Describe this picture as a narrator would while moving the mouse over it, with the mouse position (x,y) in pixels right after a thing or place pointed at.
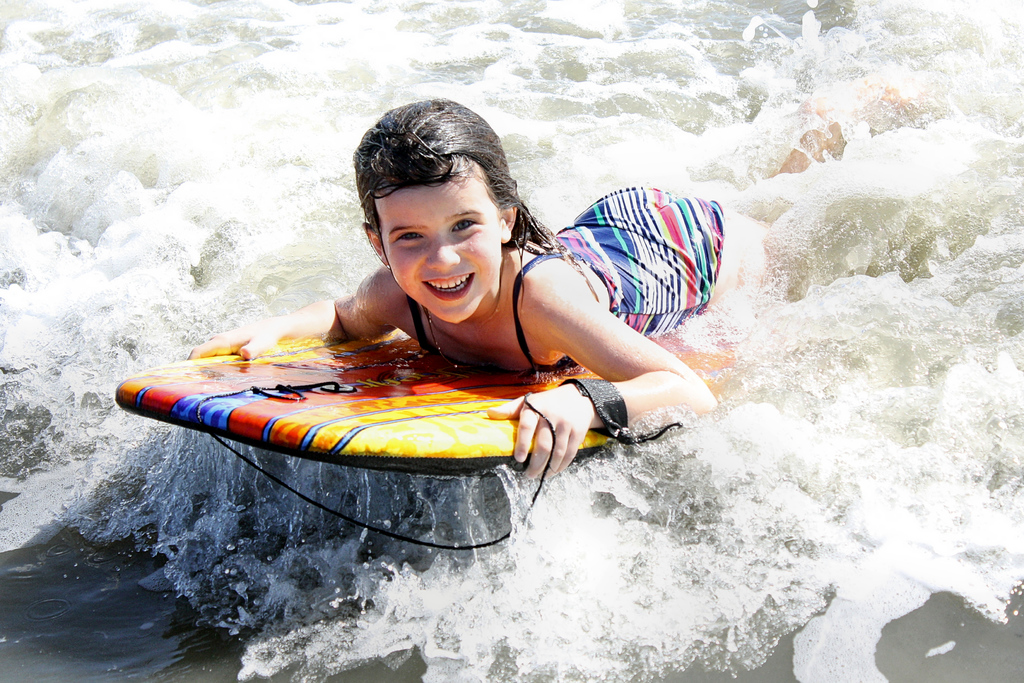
In this image the girl (668,291) is enjoying in the water (850,300) with the support of the surfboard (408,394) and is smiling.
